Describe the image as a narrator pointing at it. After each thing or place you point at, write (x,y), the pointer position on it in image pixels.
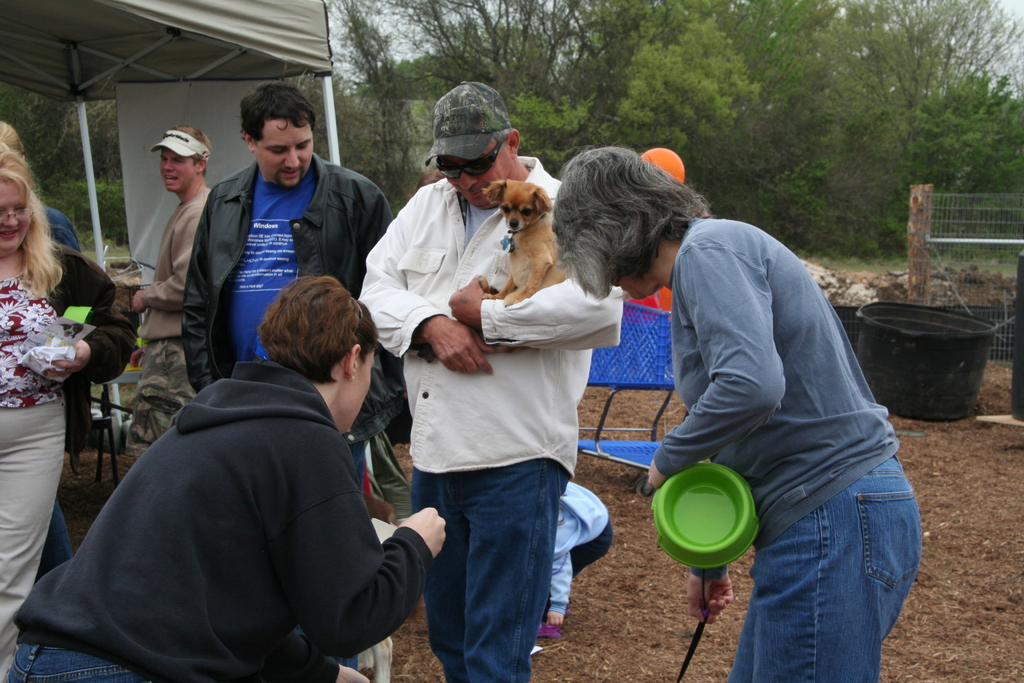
In this picture we can see a group of people (225,472), among them a man (507,443) is holding a dog (524,295) and another person (846,614) holding some objects (695,507). Behind the people (330,403), there are some objects (652,323) and trees (565,22). In the top left corner of the image (35,32), it looks like a stall (113,54). On the right side of the image (907,319), there is a fence (924,253), black object (887,353) and a pole (913,240). Behind the trees (582,7), there is the sky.
